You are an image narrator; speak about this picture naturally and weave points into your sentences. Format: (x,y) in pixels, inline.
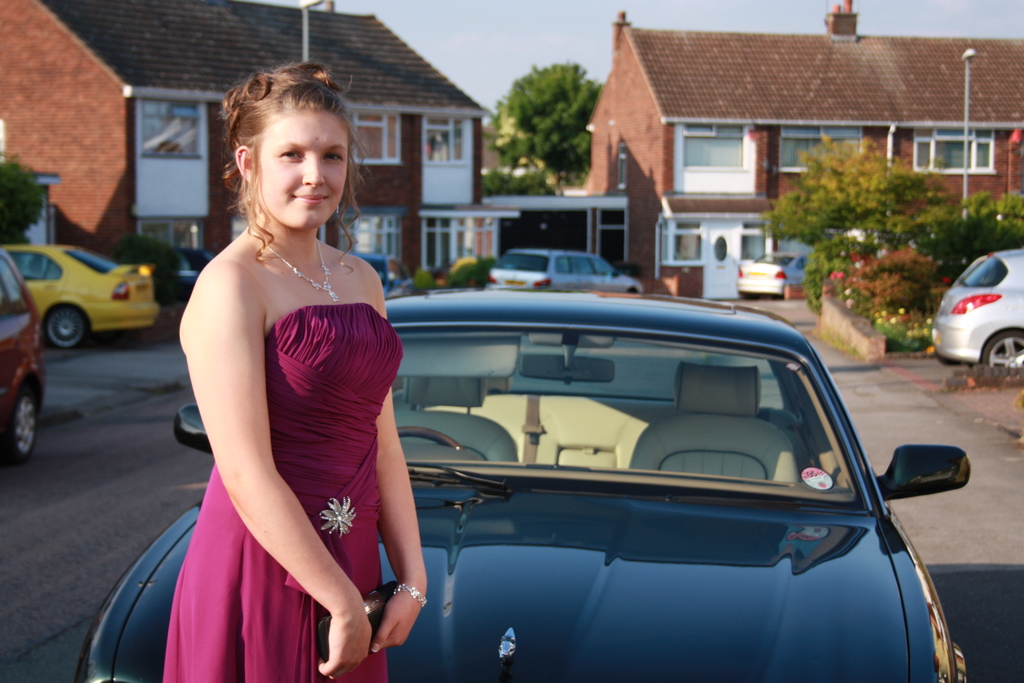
As we can see in the image there are cars (742,335), trees (902,214), buildings (479,177) and a woman (275,583) standing in the front (335,359). On the top (460,75) there is sky (569,48).
